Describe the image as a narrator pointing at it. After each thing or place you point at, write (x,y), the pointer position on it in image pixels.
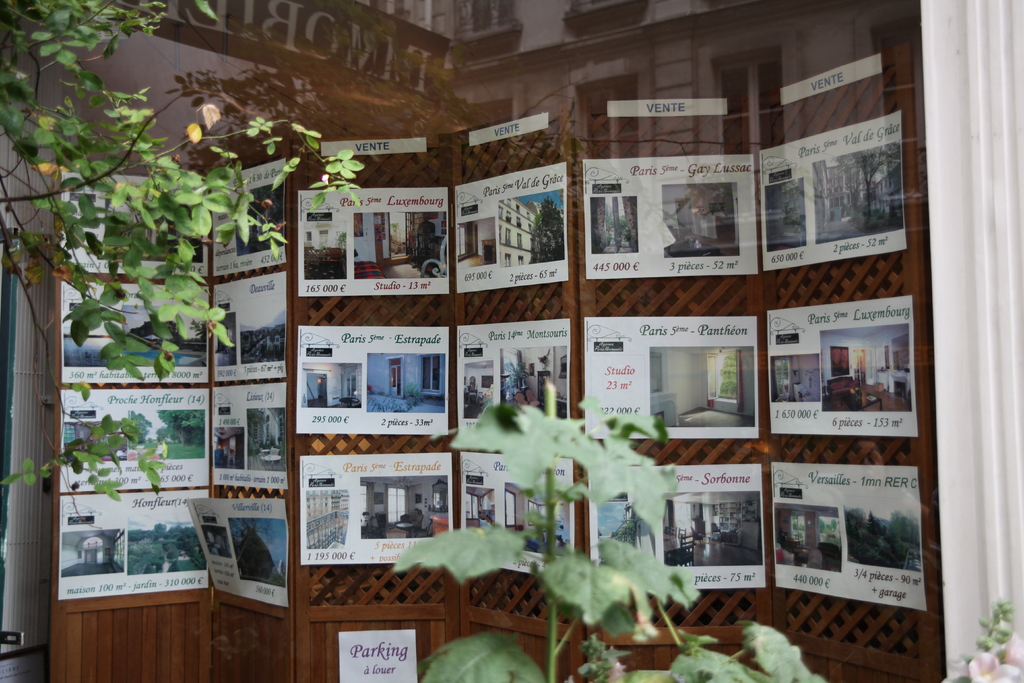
In this image I can see number of posters (544,350) and on these posters (377,405) I can see something is written. I can also see number of green colour leaves (727,659).
